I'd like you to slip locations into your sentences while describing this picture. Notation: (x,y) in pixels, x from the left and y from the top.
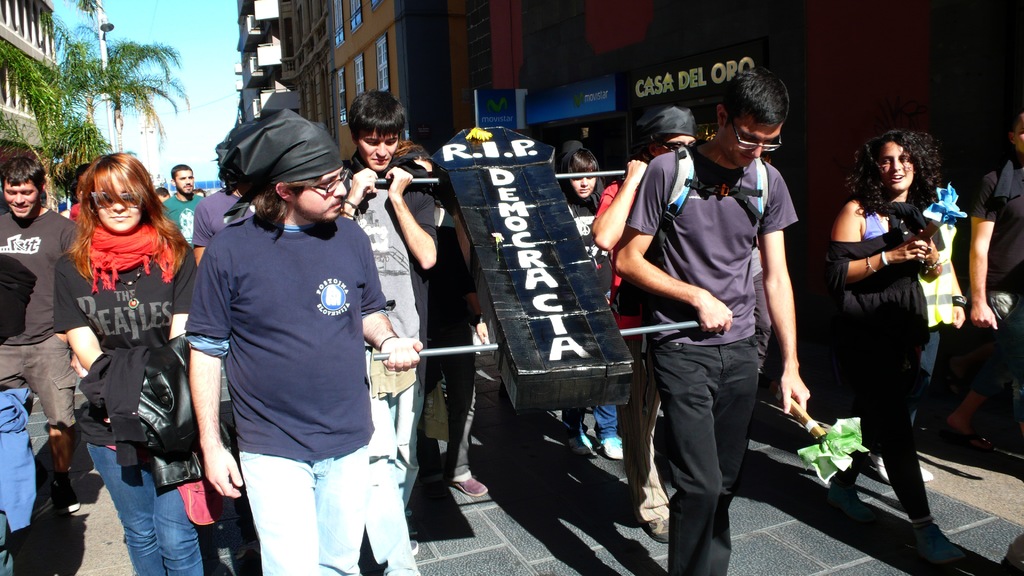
In this picture we can see a group of people (650,453) walking on the road (485,521). Some of them are carrying a wooden block (511,247) with iron poles (646,327) and some text (526,242) written on it. In the background (93,129), we can see buildings (427,46) and trees (93,129). The sky (136,119) is blue.
